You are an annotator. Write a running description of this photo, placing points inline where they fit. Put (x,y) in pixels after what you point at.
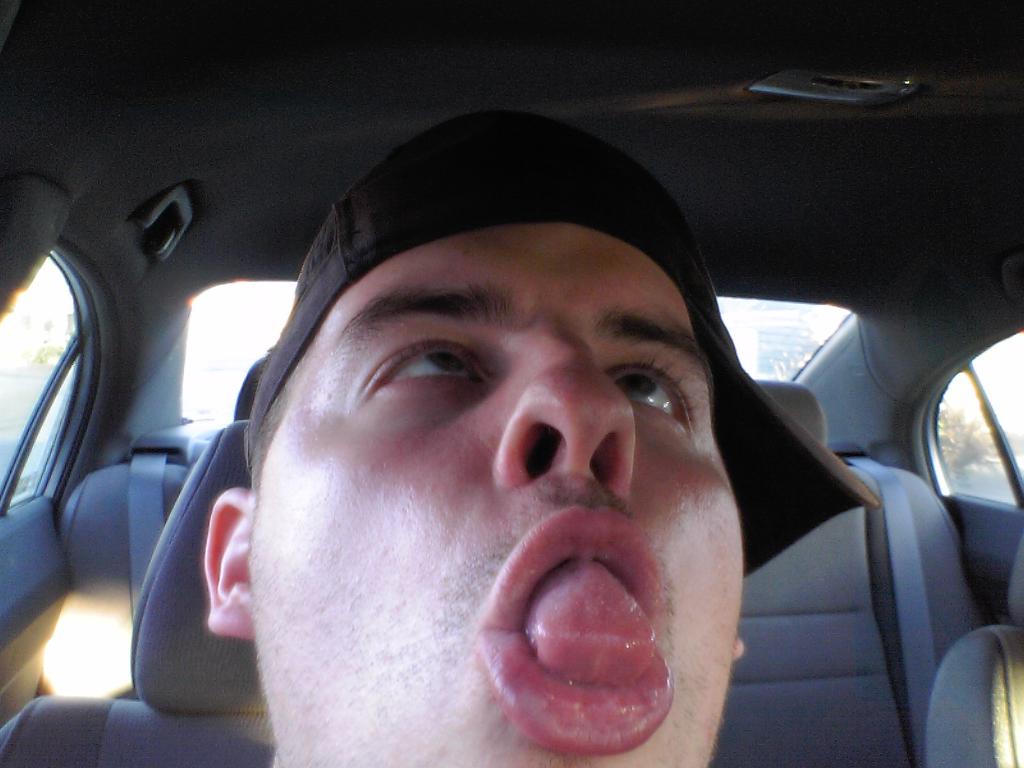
This image is taken inside a car (18,134). In the center of the image (346,267) there is a person (294,767) wearing a cap (775,527).
